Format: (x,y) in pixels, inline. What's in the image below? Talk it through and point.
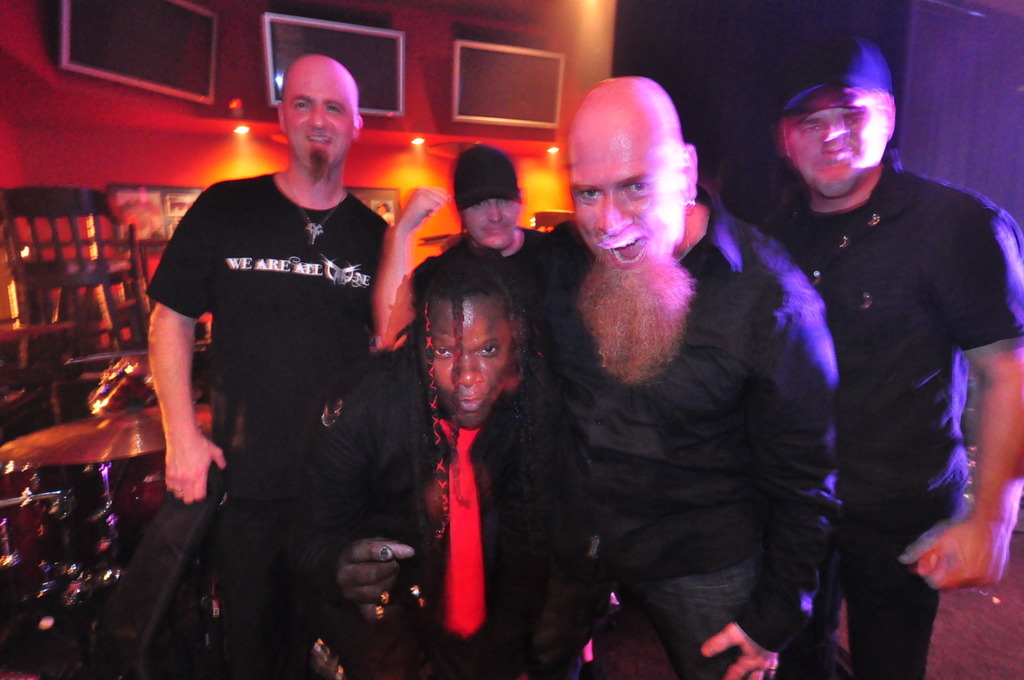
In the center of the image (469,365) we can see people (727,435). On the left (141,433) there is a band (115,504). In the background (547,105) there are screens (194,87) placed on the wall (195,129). There are chairs (84,251) and we can see lights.
